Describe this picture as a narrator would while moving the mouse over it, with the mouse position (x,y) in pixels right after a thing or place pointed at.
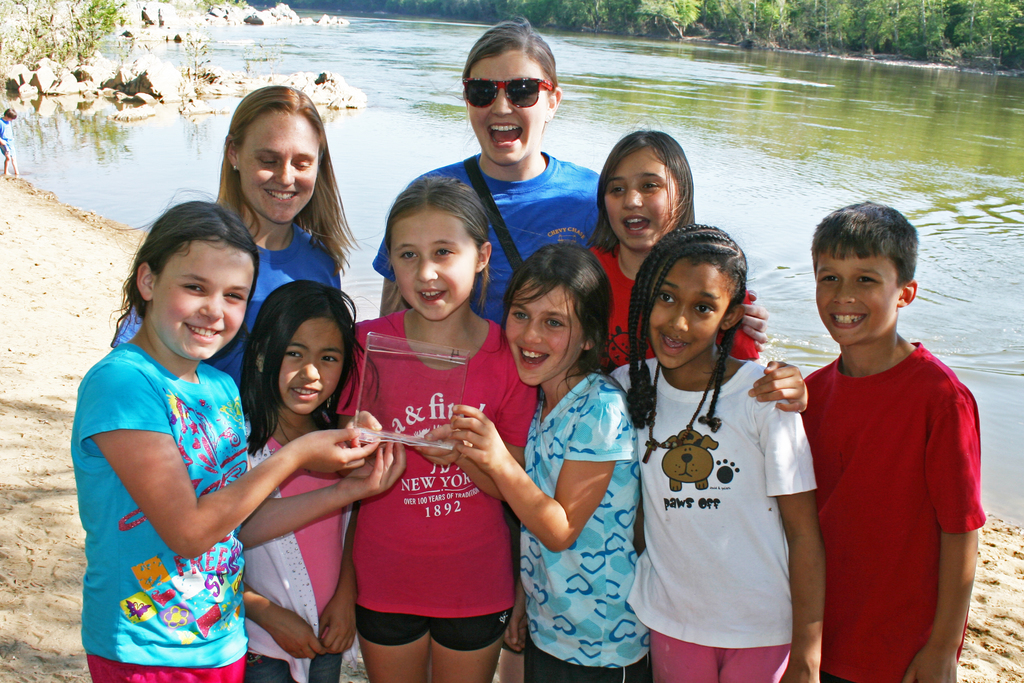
In this image I can see there is a group of kids (460,326) standing and in the background (494,110) there is a woman (503,130) standing in the background (543,87) wearing a bag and goggles (529,85). In the background (7,119) at the left side (7,154) there is a kid (6,135), rocks (72,65), plants (22,42), lake (681,84) and trees (954,32).
